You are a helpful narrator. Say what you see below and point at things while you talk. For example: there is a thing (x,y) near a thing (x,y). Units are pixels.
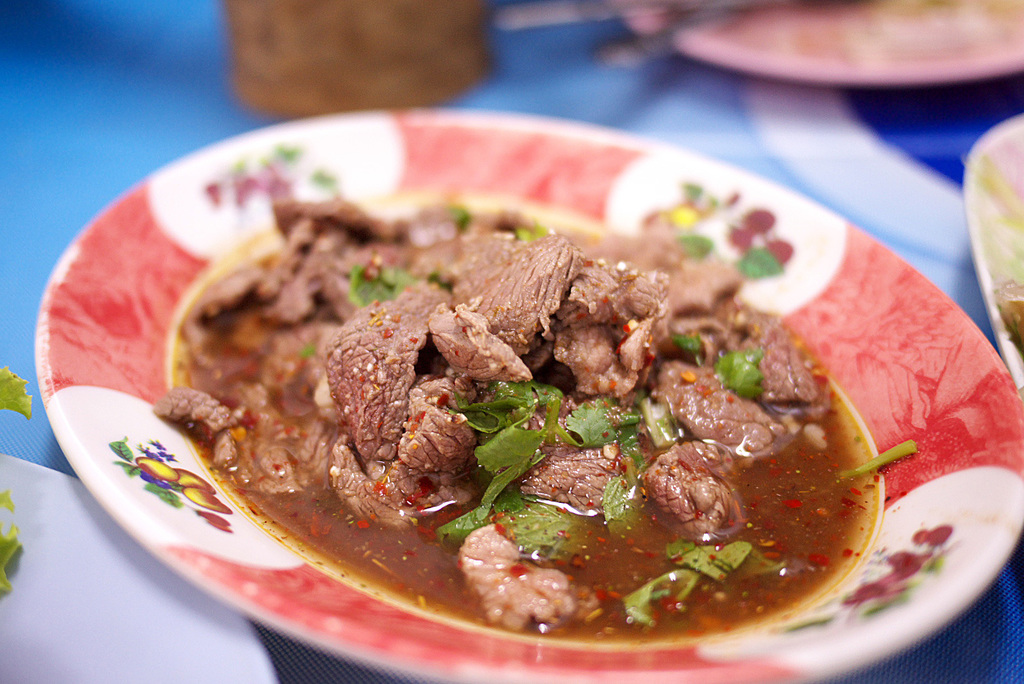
In this image we can see food item (596,405) on a plate (324,589). Beside the plate (845,359) we can see few more plates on a surface (86,186).
